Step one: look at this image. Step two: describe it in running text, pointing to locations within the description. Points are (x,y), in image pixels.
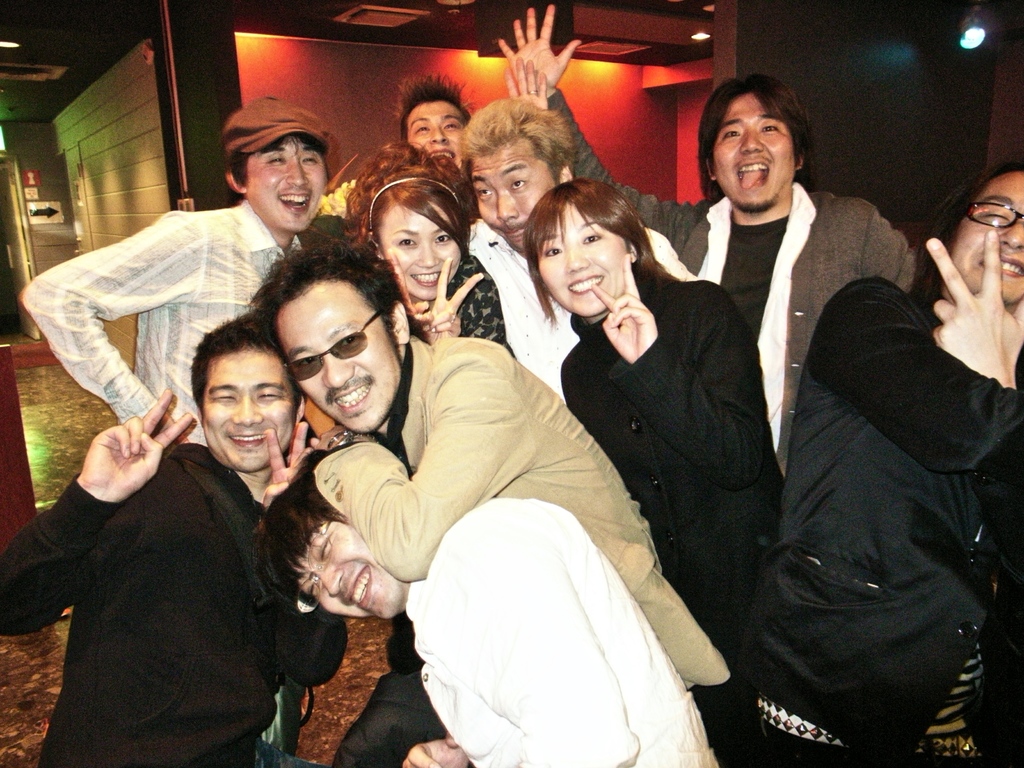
In this picture I can see there is a group of people (413,529) standing and the person (935,587) at the right (927,443) is having spectacles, they are posing for the photograph. The person (404,373) at the center (407,355) is also having glasses (351,349) and there are lights (970,33) attached to the ceiling (697,27) and there is a wall (306,51) in the backdrop (305,97).
